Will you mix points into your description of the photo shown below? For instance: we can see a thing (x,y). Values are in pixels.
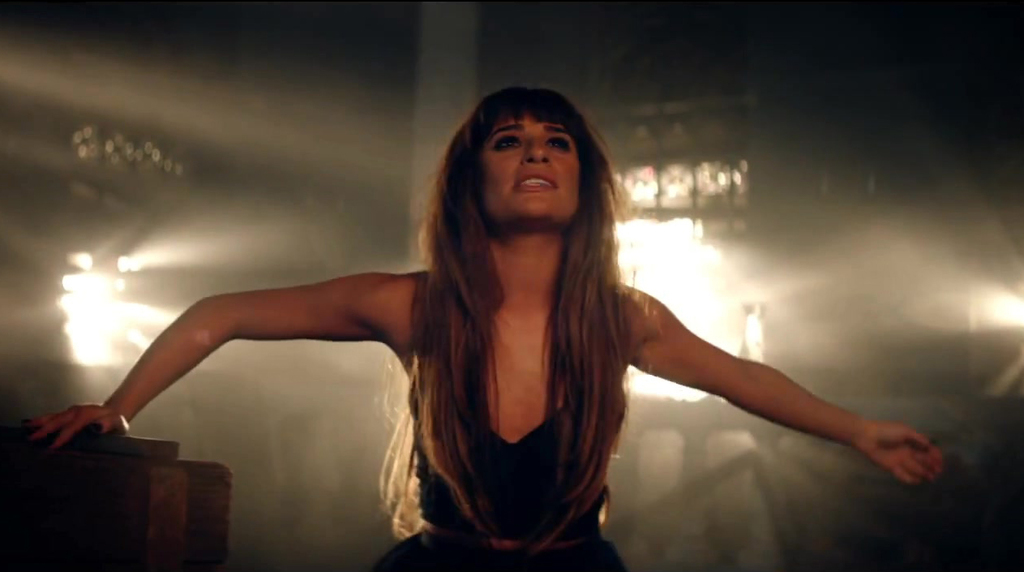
In the center of the image (490,257) we can see women (579,328). In the background (572,72) we can see lights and wall (301,168).
